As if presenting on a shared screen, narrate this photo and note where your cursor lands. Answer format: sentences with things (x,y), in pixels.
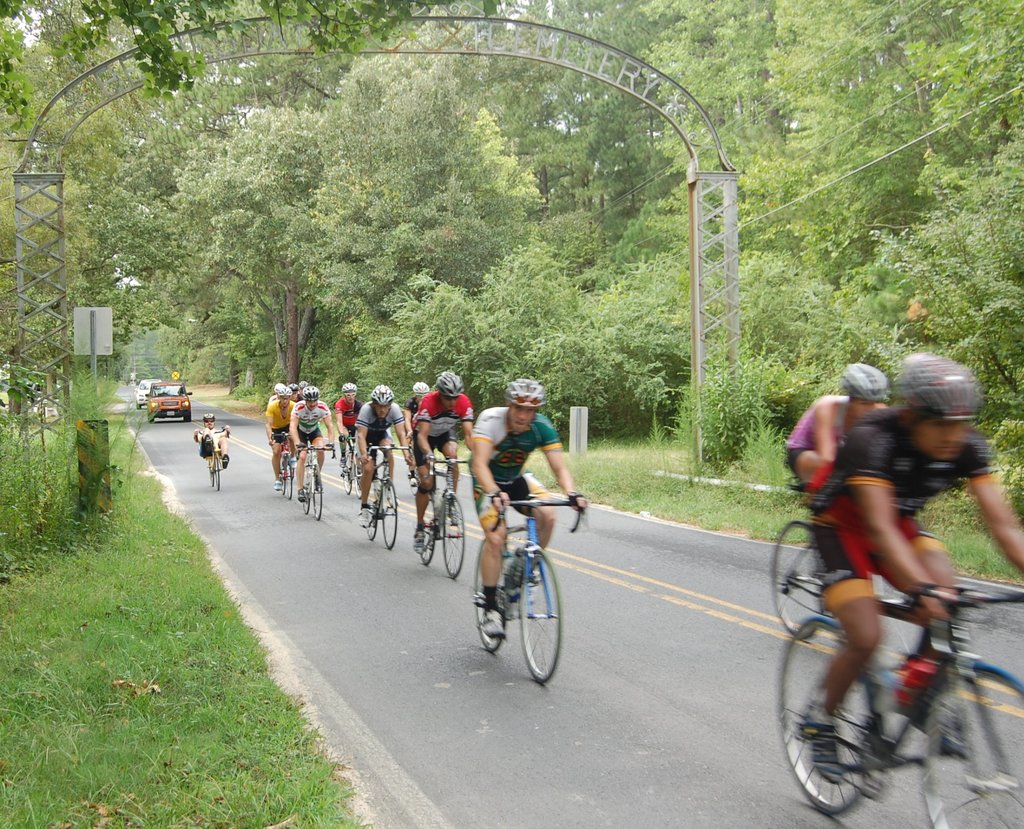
In this picture I can see group of people (409,400) riding bicycles (564,505), there are vehicles (191,404) on the road (278,504), there are plants (103,543), trees (837,61) and there is an arch (543,37).
